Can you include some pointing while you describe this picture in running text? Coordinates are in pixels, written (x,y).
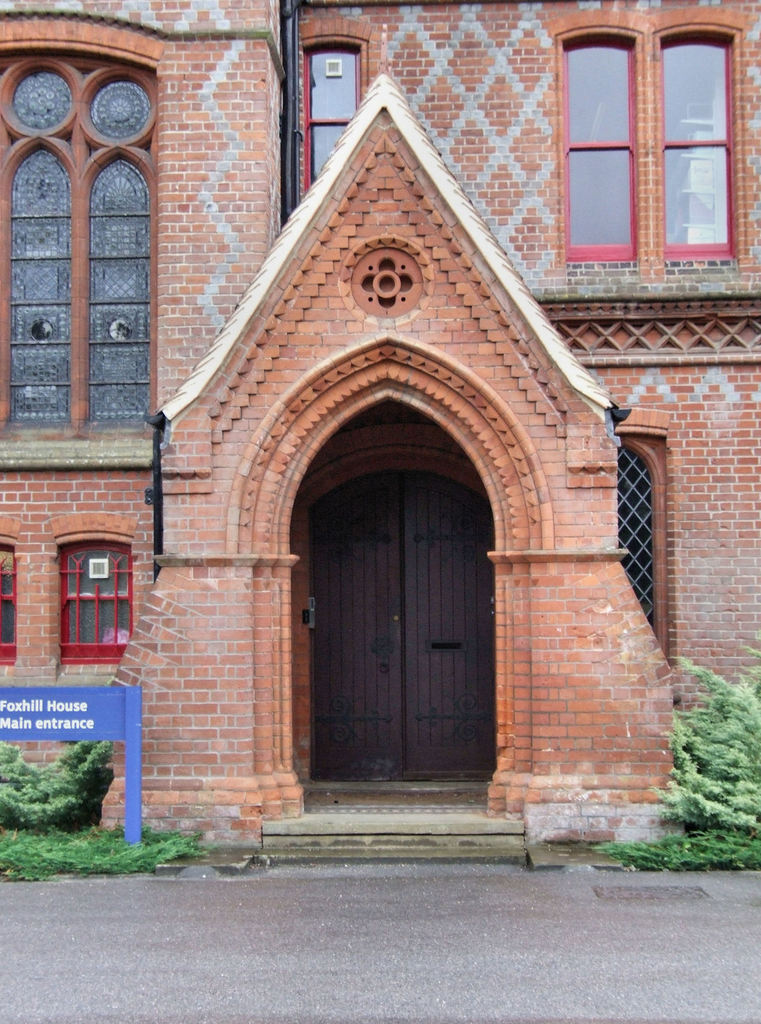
In this image we can see a building (428,329) with doors (489,669) and windows (618,237) and there are some plants (81,802) and we can see a board (93,705) with text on the left side of the image (82,711).
